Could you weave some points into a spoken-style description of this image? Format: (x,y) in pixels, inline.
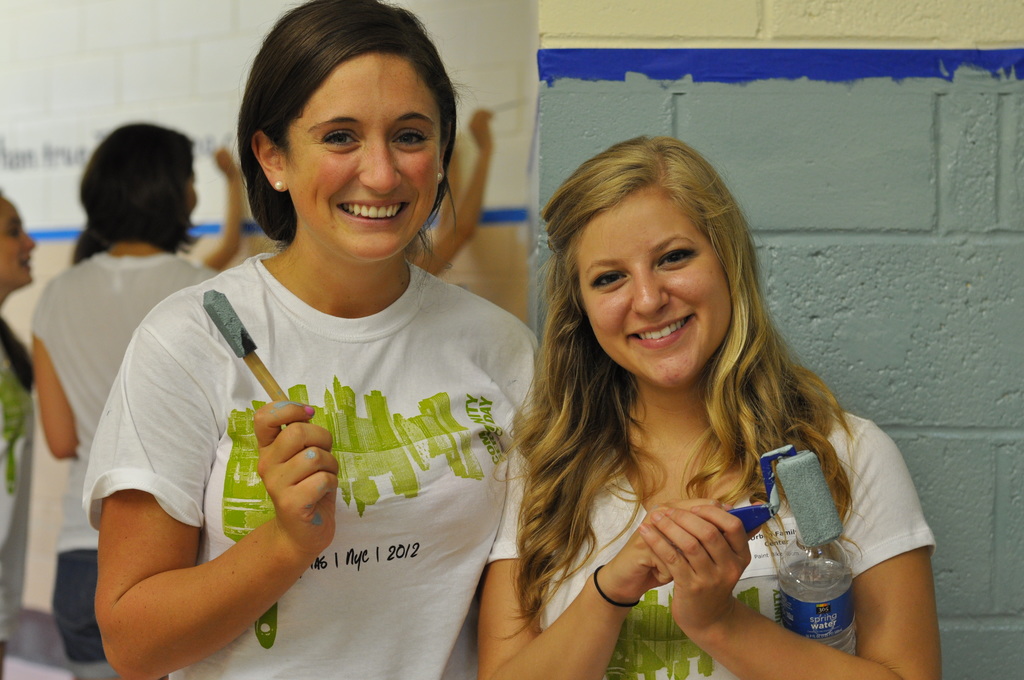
In front of the image there are two people (343,287) holding some objects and they are having a smile on their faces (320,228). Behind them there are a few people (107,275) writing on the wall (26,207).
